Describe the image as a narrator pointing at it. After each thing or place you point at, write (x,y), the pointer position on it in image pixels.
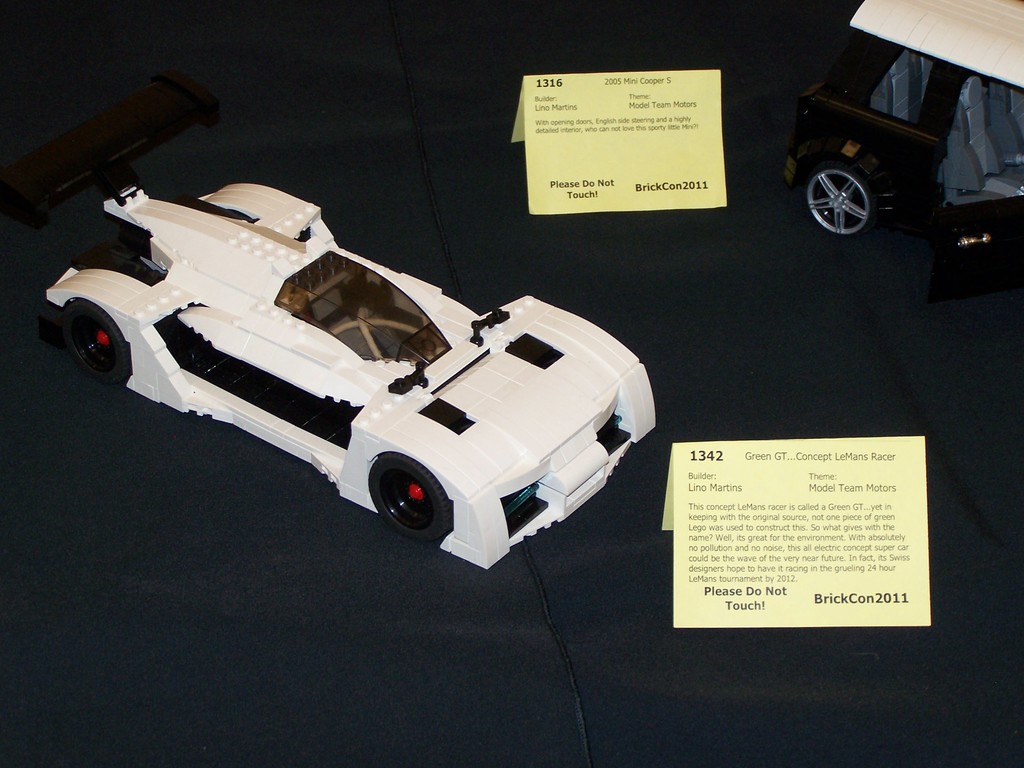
In this image I see 2 toy cars (314,292) and I see 2 tabs (651,178) on which there is something written and I see the wire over here.
